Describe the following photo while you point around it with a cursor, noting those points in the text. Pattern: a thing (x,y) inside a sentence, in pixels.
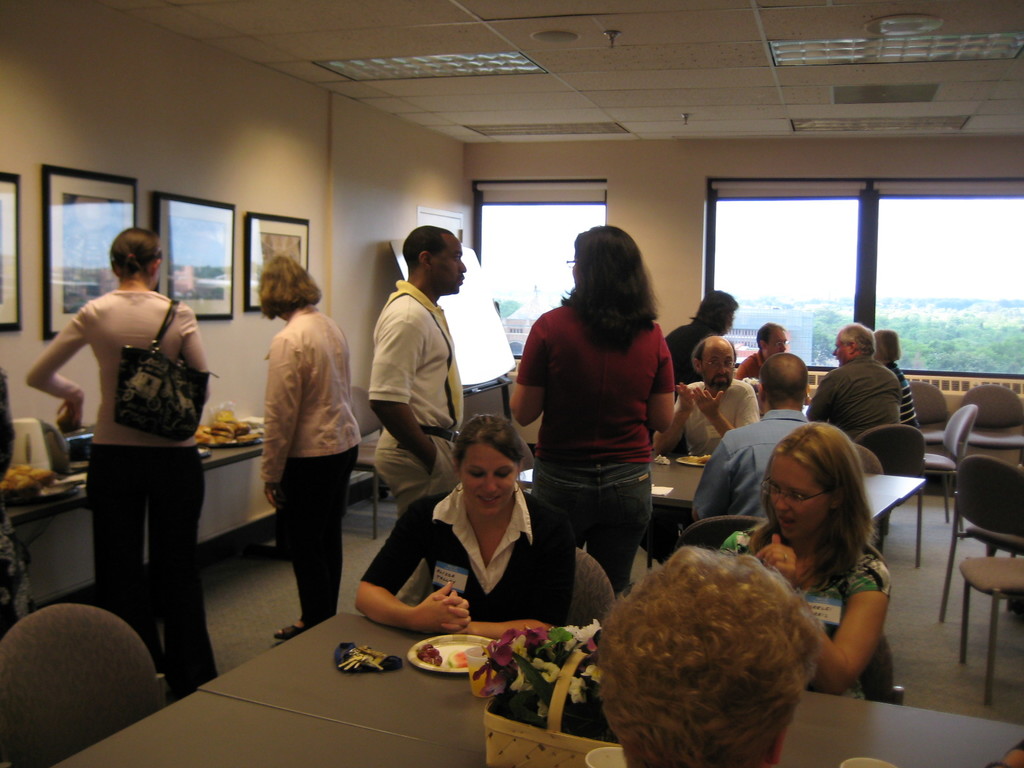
In this image I can see number of people (594,428) where few of them are standing and rest all are sitting on chairs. I can also see few more chairs (948,491) and tables (476,733). Here on this wall (215,135) I can see few frames (221,305).
